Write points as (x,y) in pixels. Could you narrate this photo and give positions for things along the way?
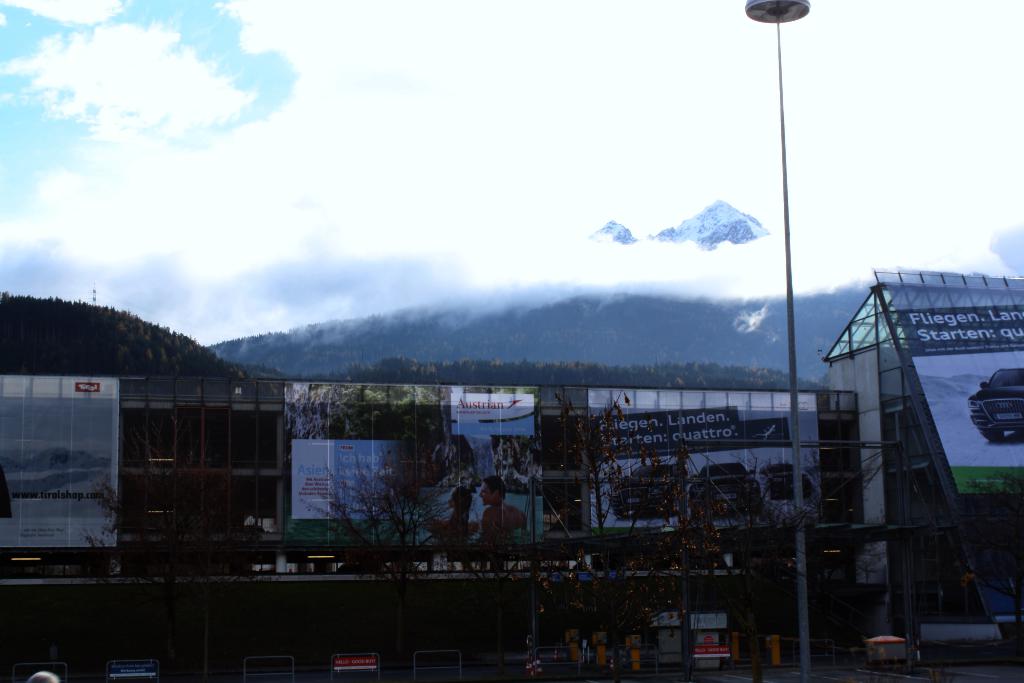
In the foreground of this image (590,654), at the bottom (545,651), there are railings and a pole (801,567). In the middle (652,449), there are trees (651,448), hoarding boards (362,456) and the mountains (142,370). At the top (181,18), there is the sky (227,13) and the cloud (375,17).
